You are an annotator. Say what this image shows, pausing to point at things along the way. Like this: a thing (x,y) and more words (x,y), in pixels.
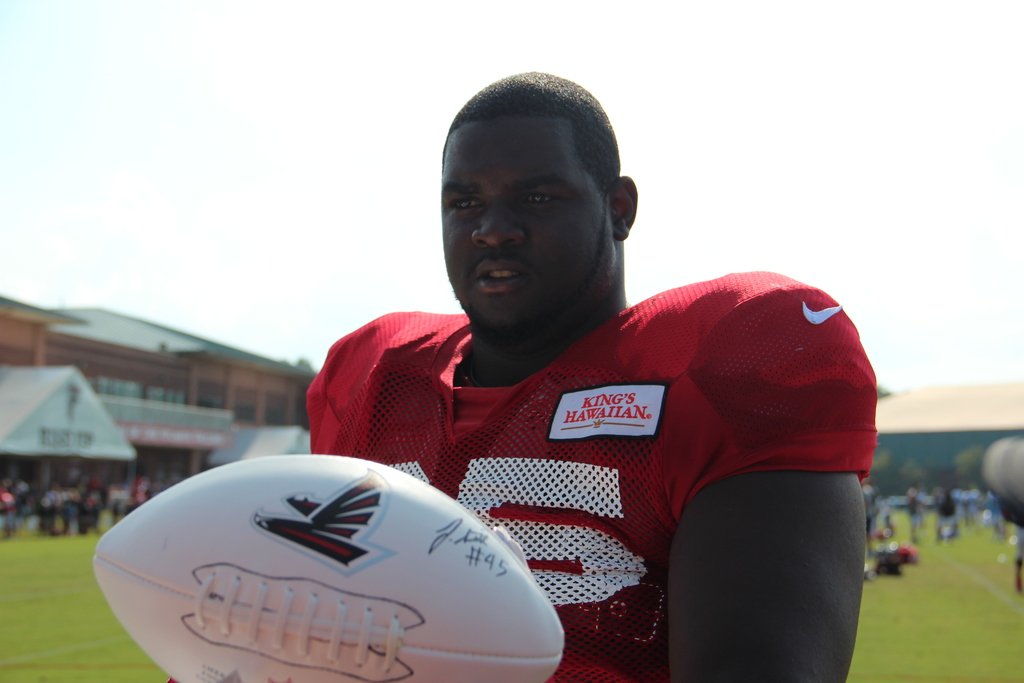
This picture is taken at a stadium (922,466). The man (521,478) in the center (594,445) is wearing a red jersey (723,358) and holding a ball (352,555). In the background (905,637) there is grass (919,636), building (934,418), sky (874,191) and crowd (61,512).
